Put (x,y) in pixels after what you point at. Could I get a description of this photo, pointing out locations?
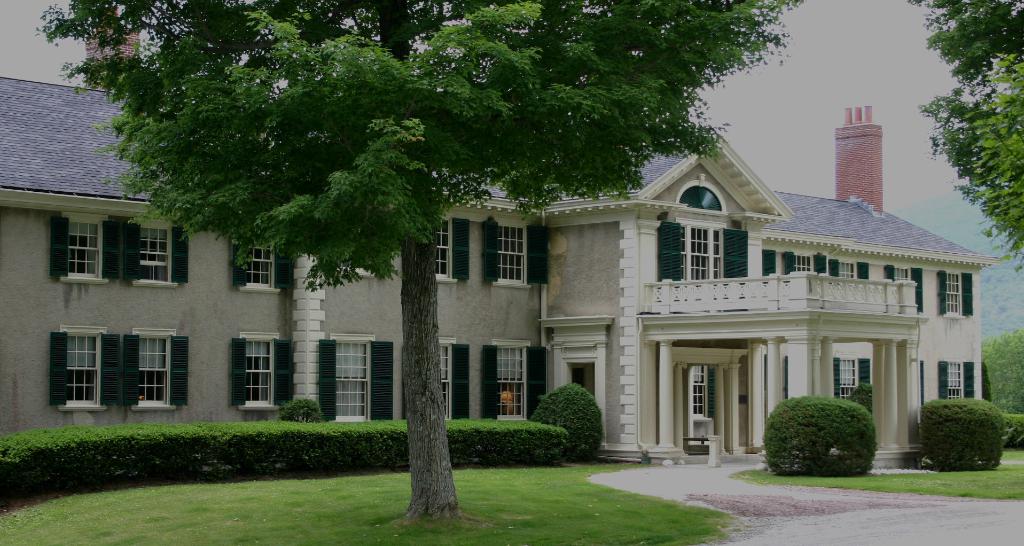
In this image we can see a building (561,286). On the building (561,286) there are few windows (94,396). In front of the building (189,392) we can see the grass (228,494), plants (569,444) and the trees (437,467). On the right side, we can see the hills (967,223). At the top (895,145) we can see the sky (864,30).
